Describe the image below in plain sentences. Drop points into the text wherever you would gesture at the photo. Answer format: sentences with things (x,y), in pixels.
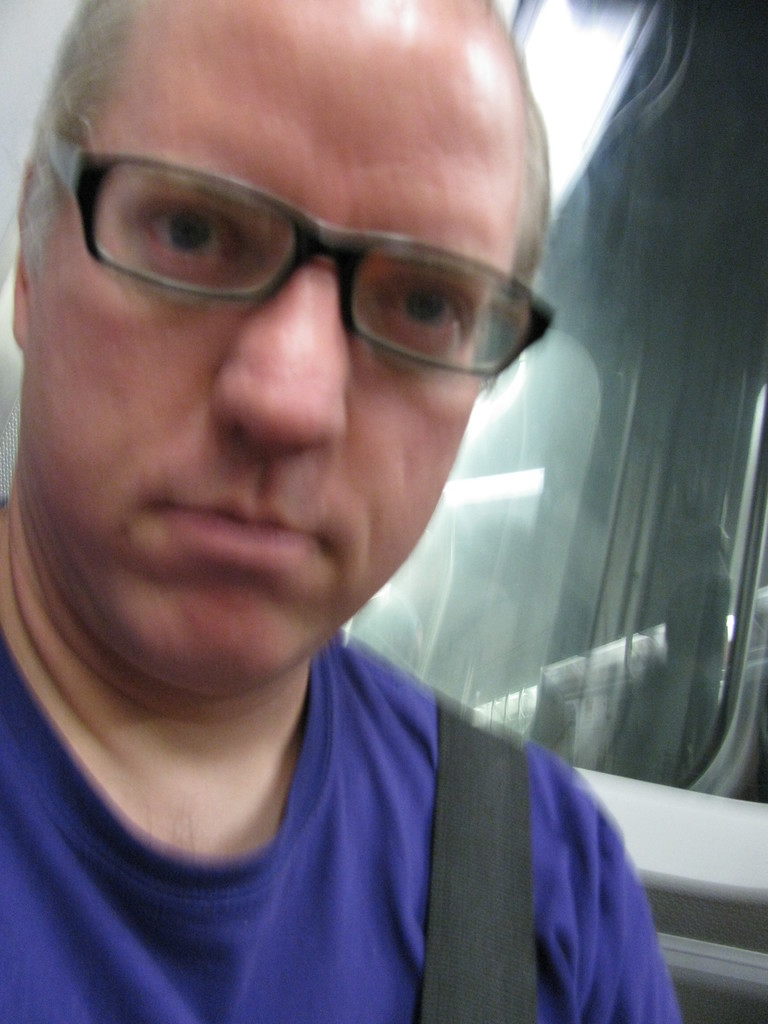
In this image I can see a man (239,691) is looking at his side, he wore blue color t-shirt (319,913) and spectacles (273,283). On the right side (659,416) there is the glass (628,416).
